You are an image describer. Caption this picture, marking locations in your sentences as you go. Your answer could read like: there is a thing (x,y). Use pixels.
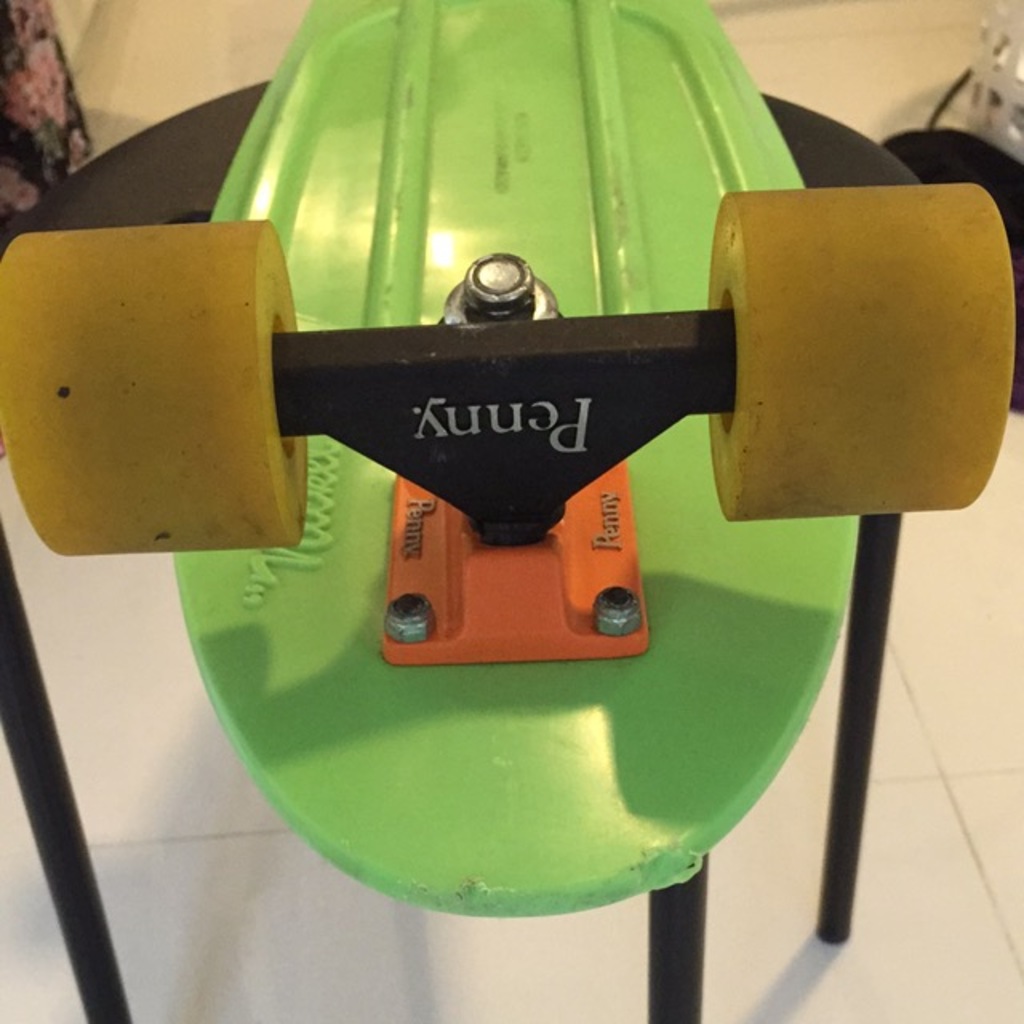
In this picture we can see a skateboard (394,216) placed on a stool (70,229). On the left side of the picture (85,155) it seems like a cloth (71,115).
